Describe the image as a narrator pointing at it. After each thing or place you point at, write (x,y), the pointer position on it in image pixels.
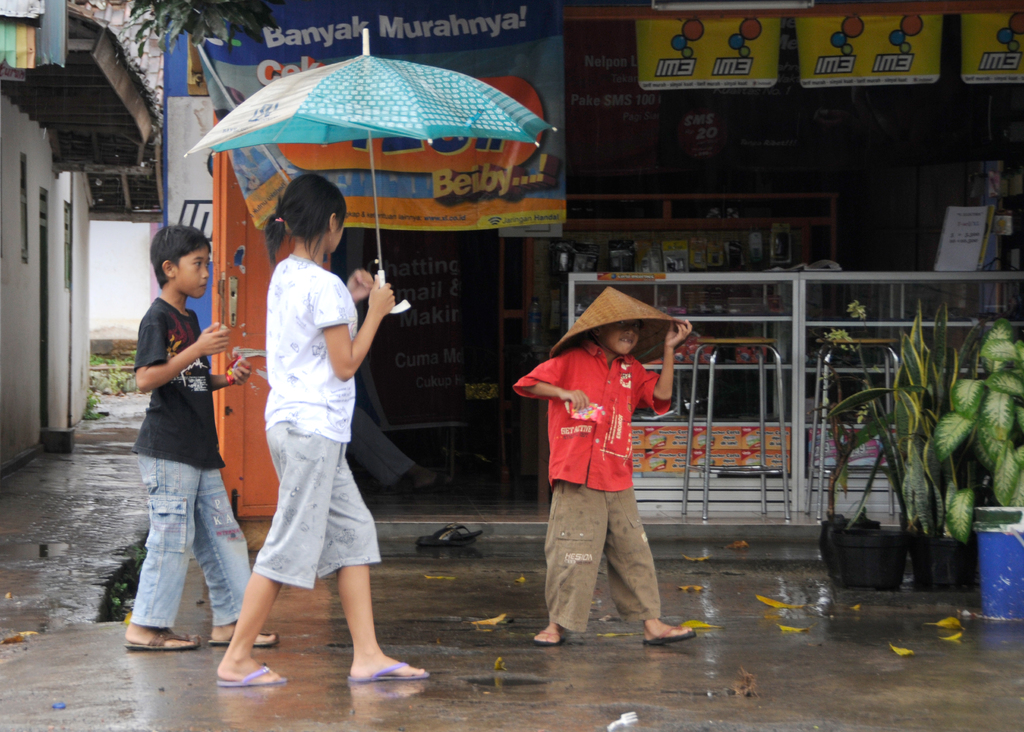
In this image, we can see people (672,384). Here three persons (345,542) are walking on the walkway (406,696). Here a woman (325,384) is holding an umbrella (295,123). Background (356,151) we can see walls (79,393), stalls (647,411), stools (890,440), banners (409,348), plants (947,425) and few objects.
